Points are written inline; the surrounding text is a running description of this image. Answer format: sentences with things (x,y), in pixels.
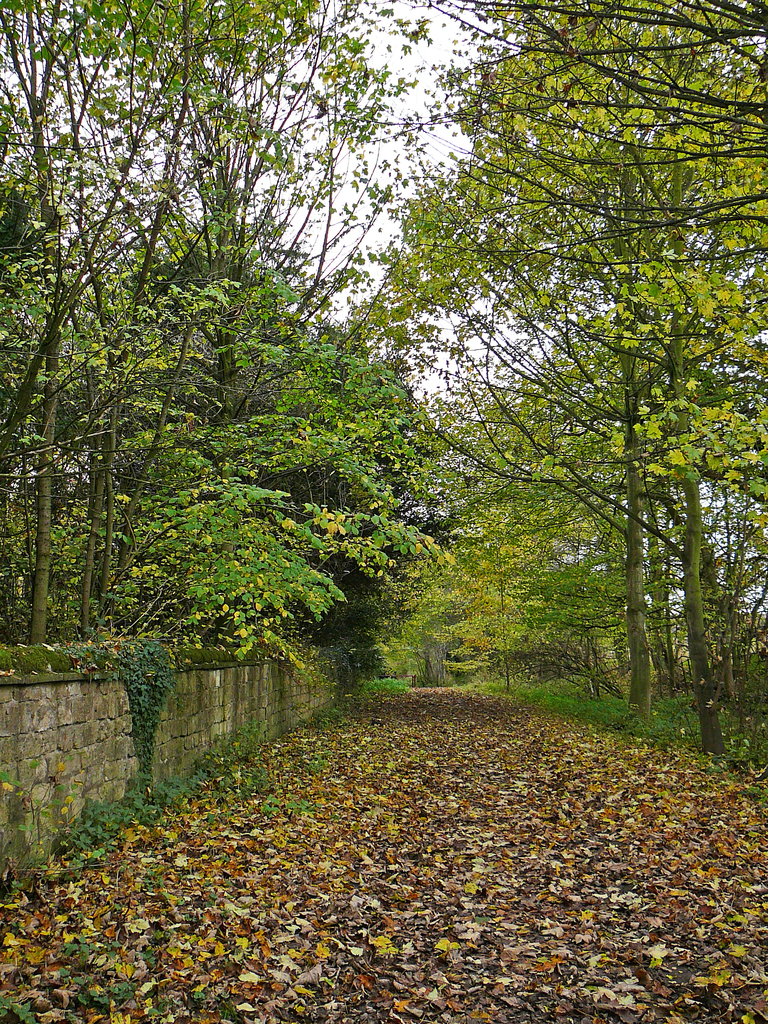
In this image I can see few trees (356,339), wall (247,669) and few dry leaves (498,748) on the ground (612,706). The sky (373,162) is in white color.
